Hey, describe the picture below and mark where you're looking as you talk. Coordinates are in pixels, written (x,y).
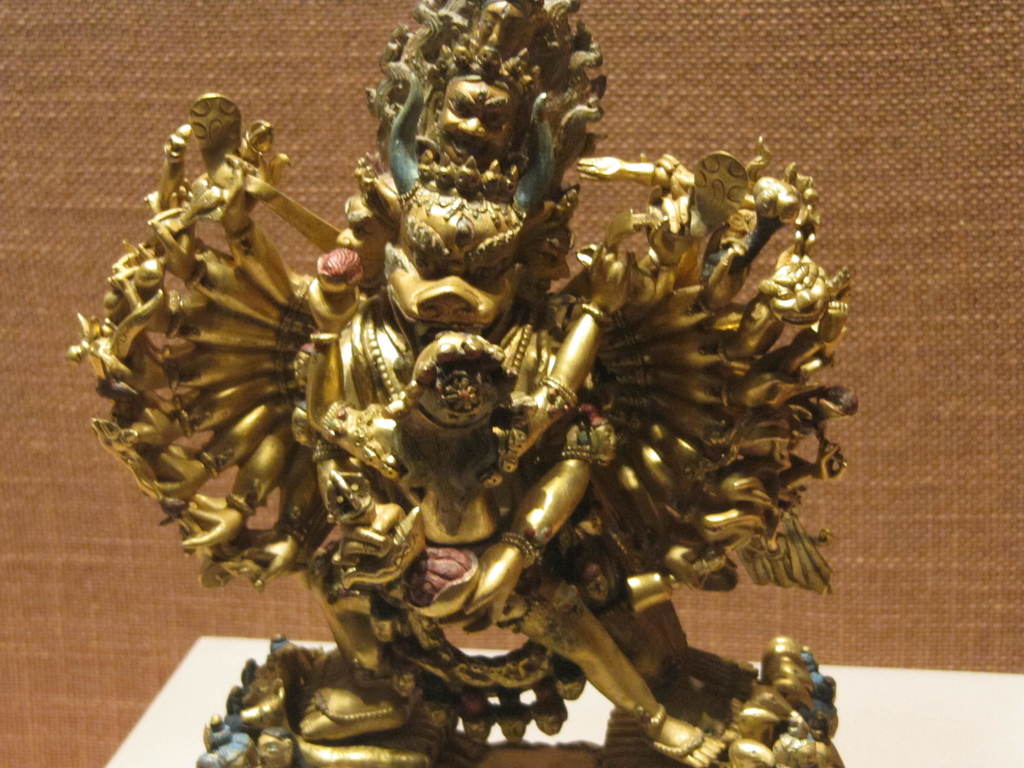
In this picture we can see a sculpture (552,399) on the table (937,681).
